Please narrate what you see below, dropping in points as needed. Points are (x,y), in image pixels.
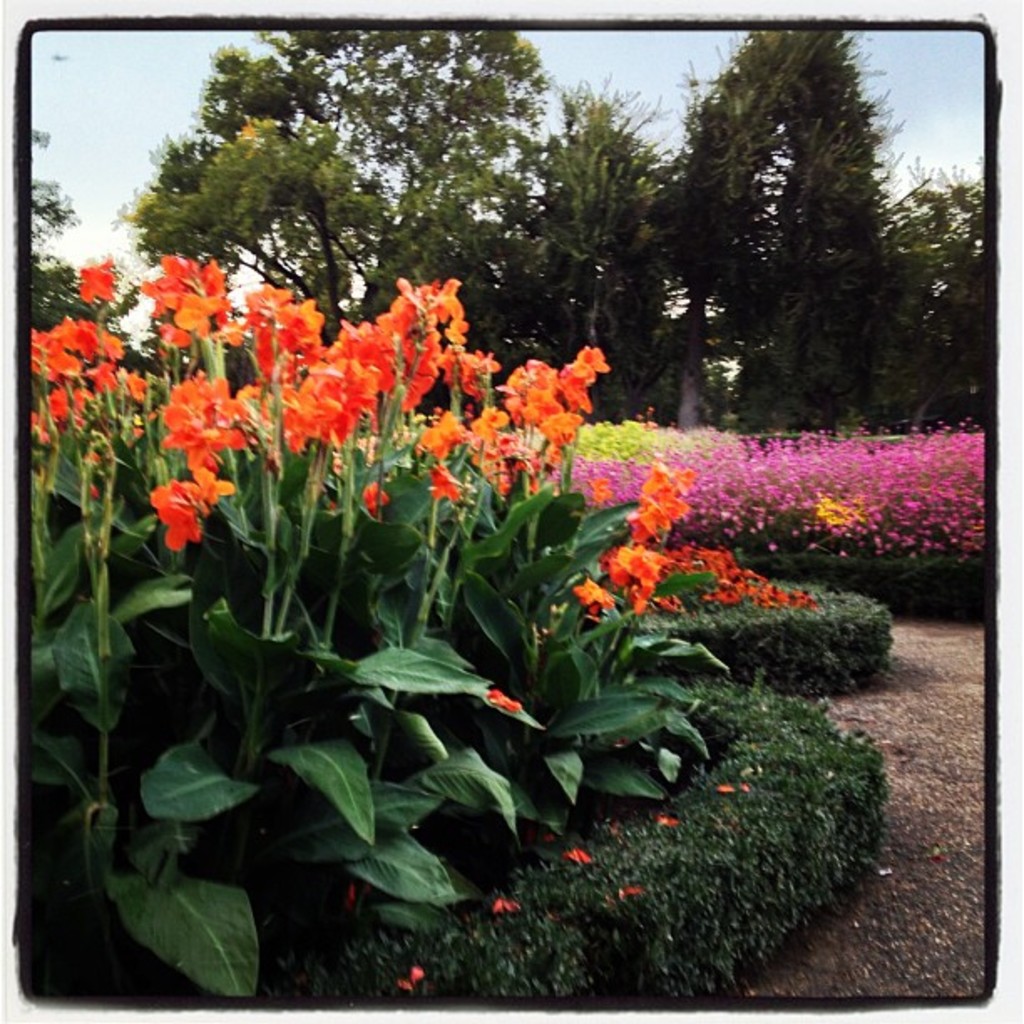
In this image there are flower plants (355,690). In the background of the image (613,330) there are trees (255,125), sky (109,107).
